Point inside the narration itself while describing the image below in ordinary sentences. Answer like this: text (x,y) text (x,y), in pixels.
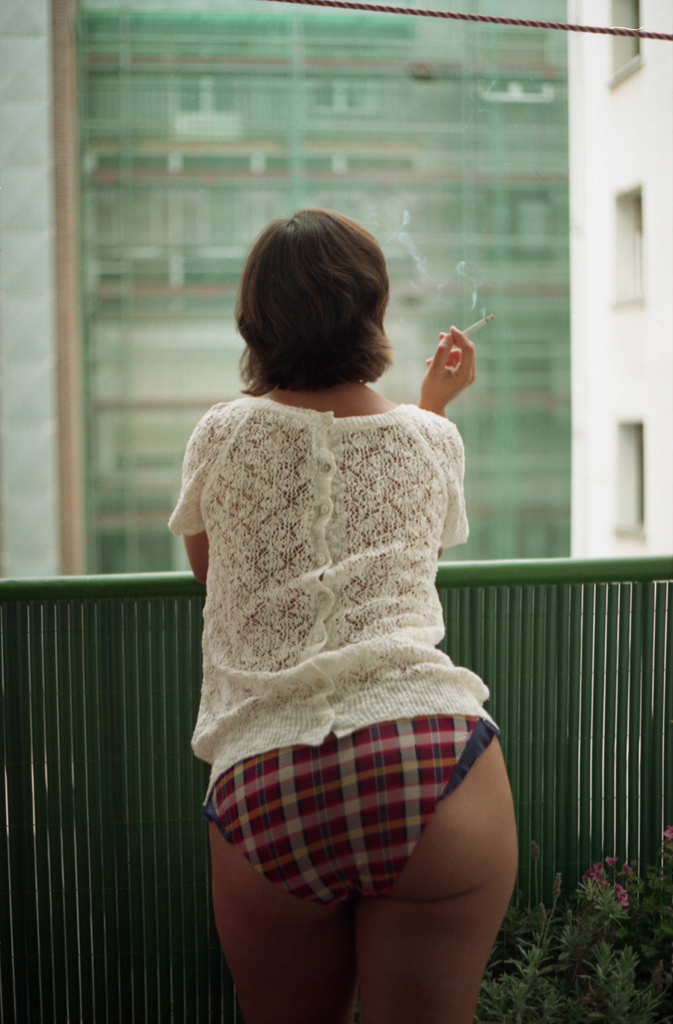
In this image we can see a lady (316,695) is standing. She is wearing white color dress (288,502) and holding cigarette (472,328) in her hand (453,366). Behind green color fence (121,776) and buildings (295,151) are there. Bottom of the image (574,925) plant (557,927) is there.
